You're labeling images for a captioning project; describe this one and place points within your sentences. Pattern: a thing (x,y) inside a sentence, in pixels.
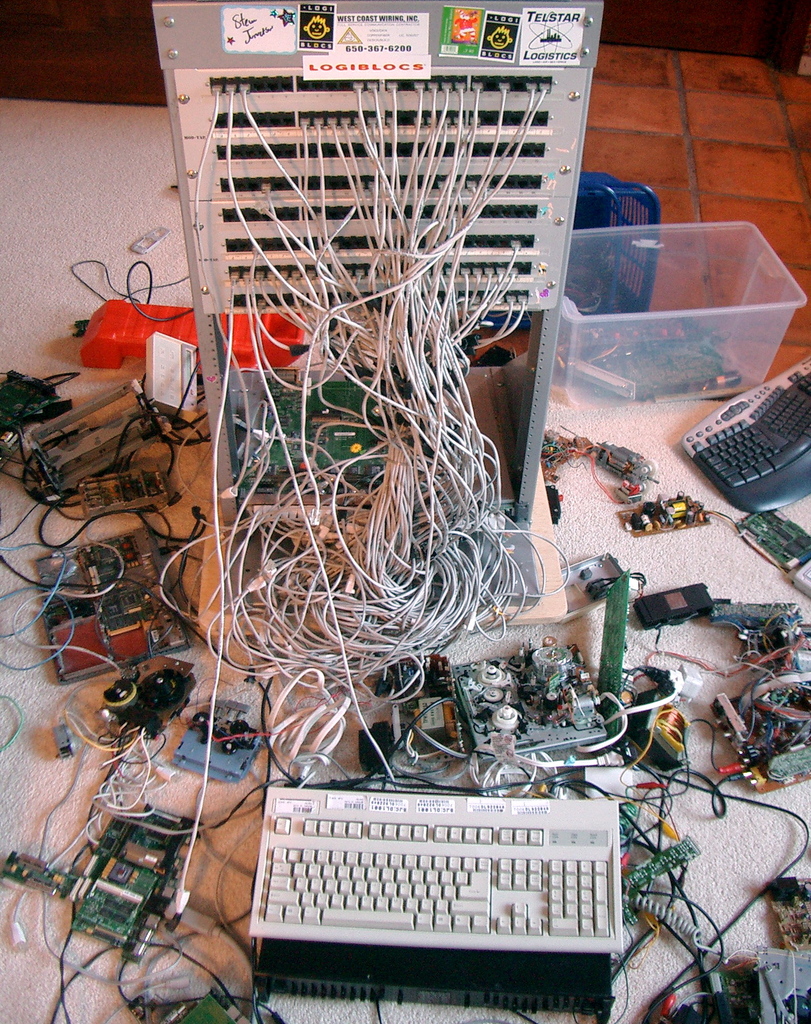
In this image we can see a electronic device (418,7) and objects (500,752) on the white color surface (45,295). There is a keyboard (353,856).
